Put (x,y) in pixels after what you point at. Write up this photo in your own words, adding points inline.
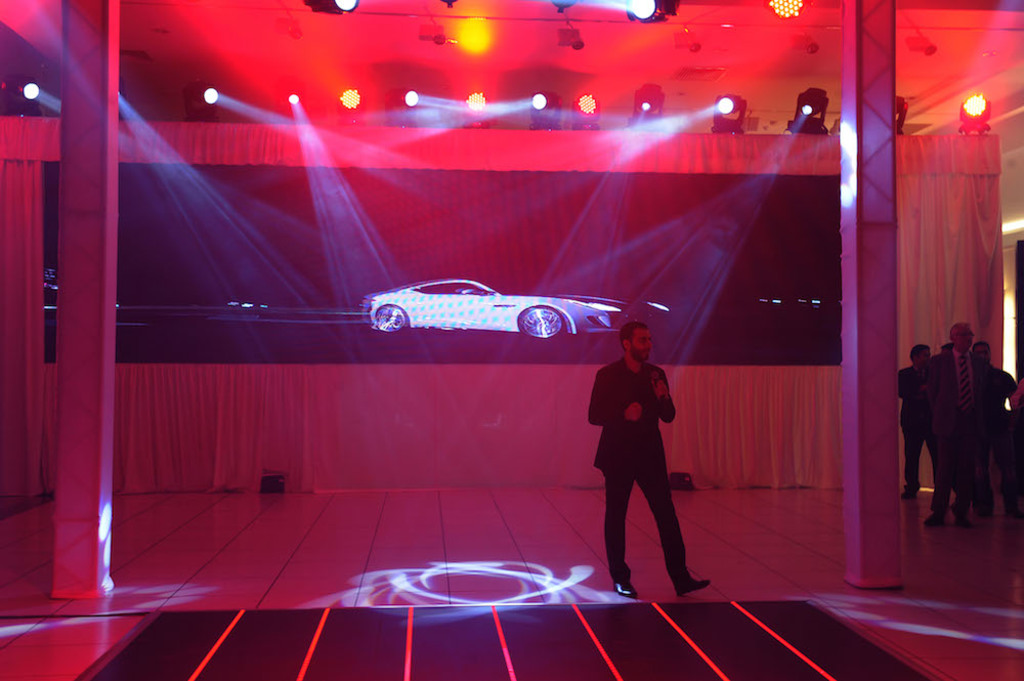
In this image I can see a person (626,433) standing and holding a mike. Also there are few people (930,425) standing, there are focus lights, curtains (900,366) and there is a screen (623,179).
